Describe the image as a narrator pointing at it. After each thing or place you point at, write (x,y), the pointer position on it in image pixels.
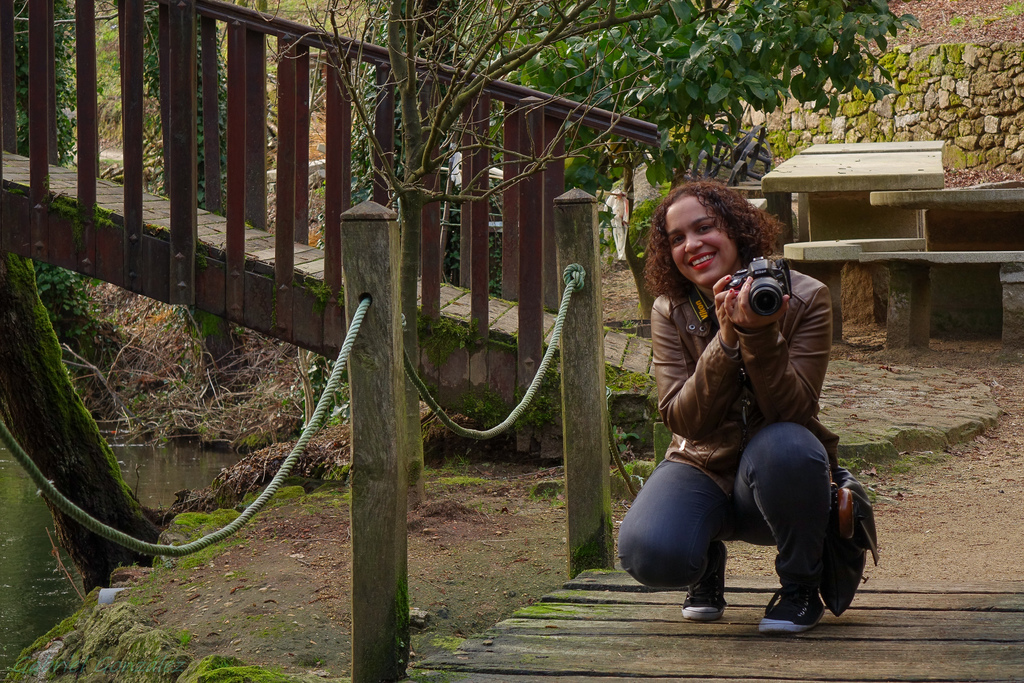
In this image in the center (651,276) there is a woman (743,413) squatting holding a camera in her hand (727,300) and smiling. On the left side of the woman (720,323) there is a bridge (259,232) and there is a rope fence (312,418). In the background (467,48) there are trees (458,122) and there is a wall (903,129).
